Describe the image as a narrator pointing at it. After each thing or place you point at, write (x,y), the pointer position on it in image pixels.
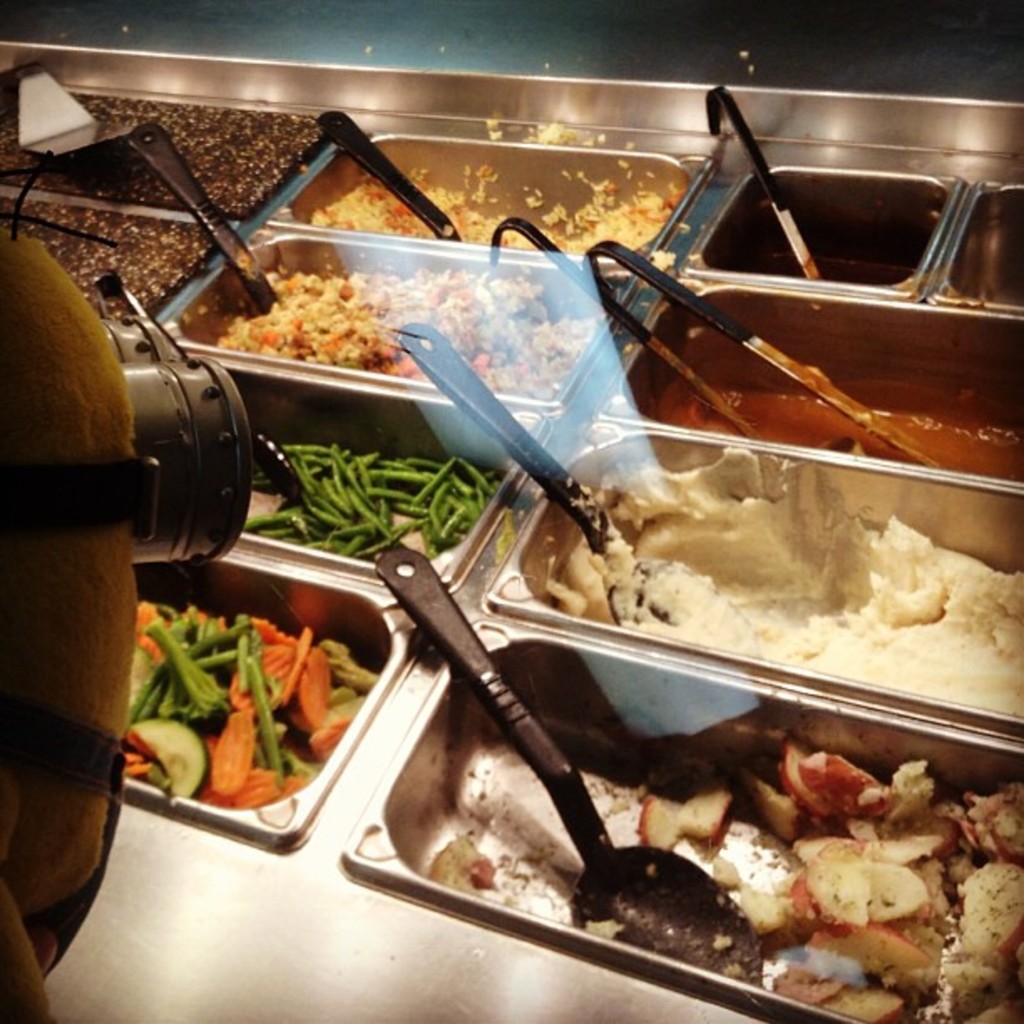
In the image different food items (981,861) were kept in the bowls (619,451) and placed them on a table (154,174).
